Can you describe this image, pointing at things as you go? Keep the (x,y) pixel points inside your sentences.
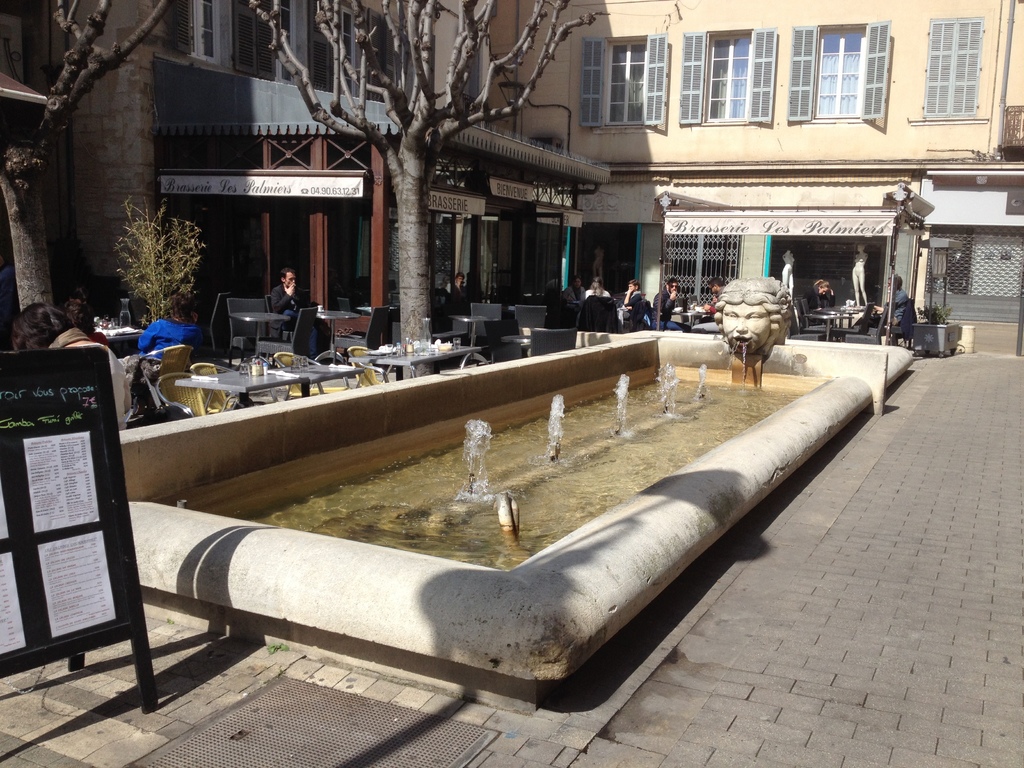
In this image, there are buildings (629,165) with windows (827,246), name boards (513,183) and doors (791,246). In front of the buildings (319,83), I can see tables (330,374), trees (420,368), a sculpture fountain (526,603) and groups of people (670,308) sitting on the chairs (219,397). On the left side of the image (78,601), I can see papers (85,494) attached to a board (127,593). On the right side of the image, I can see a plant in a flower pot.
